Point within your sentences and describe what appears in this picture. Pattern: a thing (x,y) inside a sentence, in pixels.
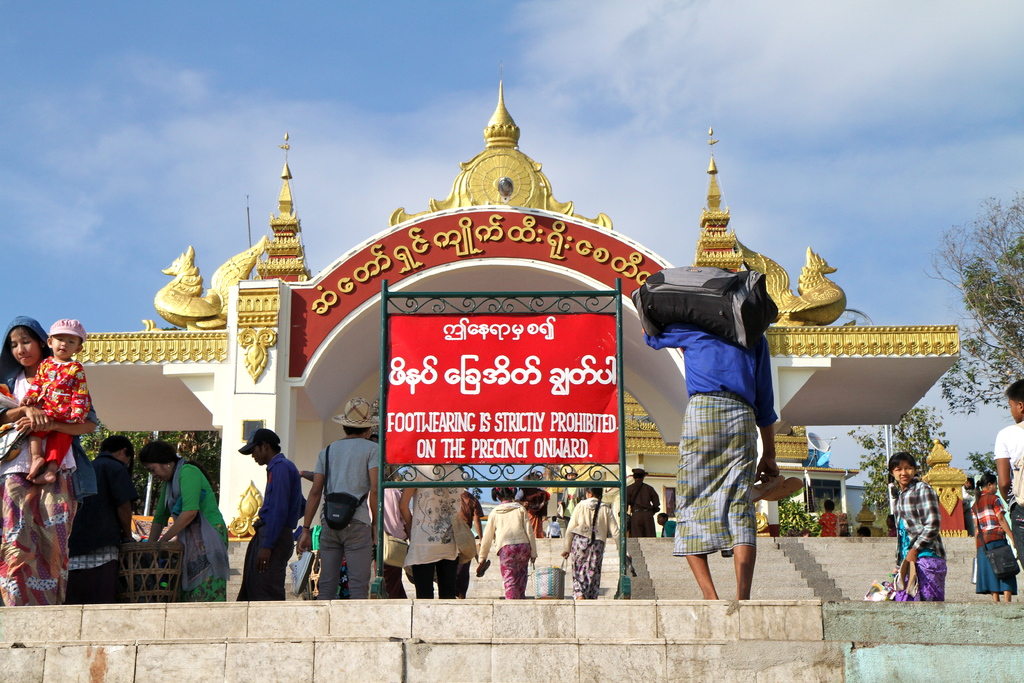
In this image there is a metal board (439,435) with text (427,451) in the foreground (464,455). There are people (75,363), steps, it looks like a temple (514,166) in the background (514,166). There are trees (1003,281) on the corner. And there is sky (944,140) at the top (892,180).
